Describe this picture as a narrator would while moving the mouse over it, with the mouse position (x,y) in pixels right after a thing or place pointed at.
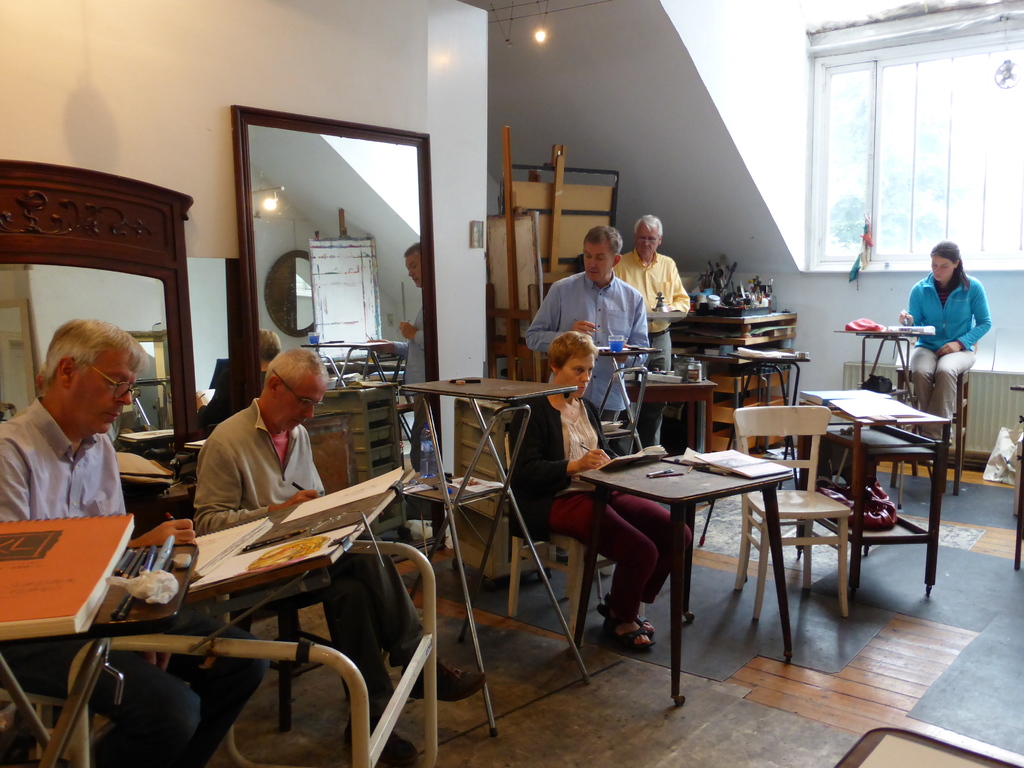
These 4 persons (270,380) are sitting on a chair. In-front of this person's (956,320) there is a table (697,496). On a table (720,490) there are books (718,462) and papers (321,510). Beside this wall (129,73) there are mirrors (340,242). On top there is a light (543,31). These two persons (619,271) are standing near a table (614,357), on this table (623,347) there is a glass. On this table (710,321) there are things (709,303).
